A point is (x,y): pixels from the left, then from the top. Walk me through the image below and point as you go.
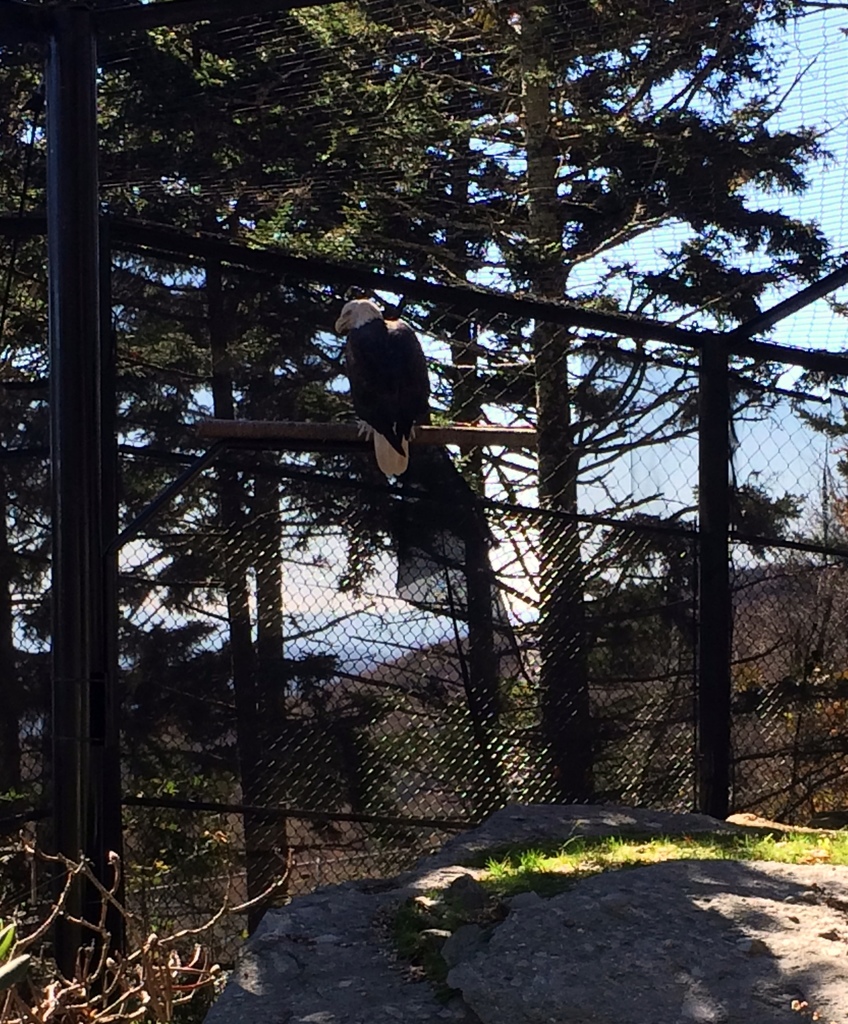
In the image there is an eagle (364,341) standing on a wooden perch (231,434) on the rocky land (508,916) and behind there are trees (500,225) all over the place.
